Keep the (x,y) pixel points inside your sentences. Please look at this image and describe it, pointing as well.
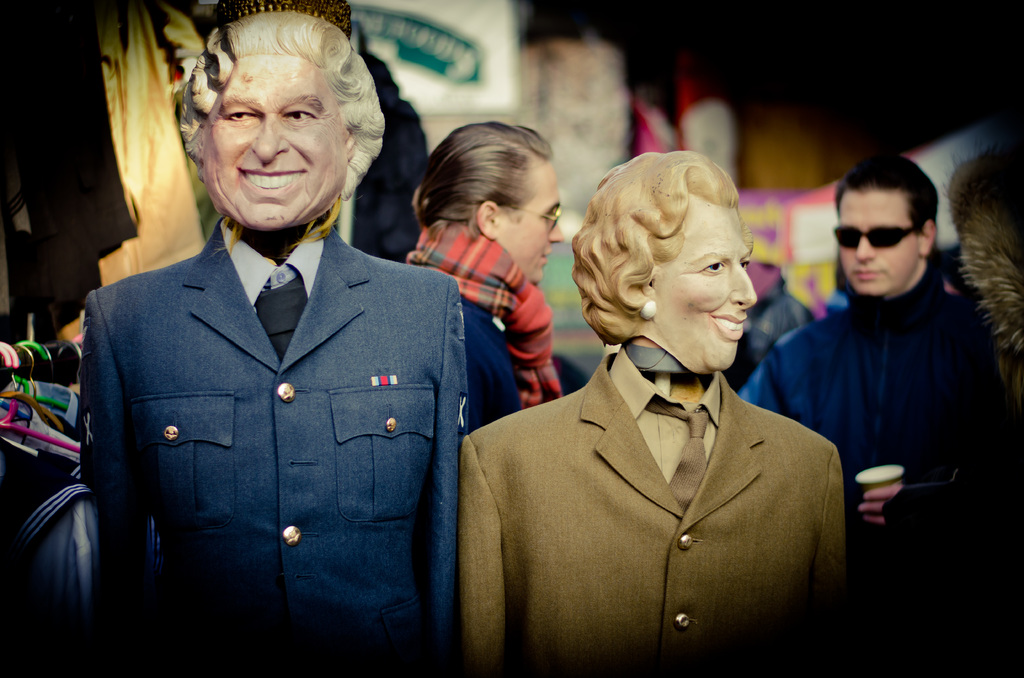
This image consists of mannequins (366,408) to which we can see the coats (422,507) and masks (608,223). In the middle (483,347), we can see a person (512,355) wearing a scarf (508,270). On the right (889,448), the person (940,456) wearing a blue jacket (900,394). On the left (59,108), there are many clothes (96,44). The background (846,28) is blurred.
